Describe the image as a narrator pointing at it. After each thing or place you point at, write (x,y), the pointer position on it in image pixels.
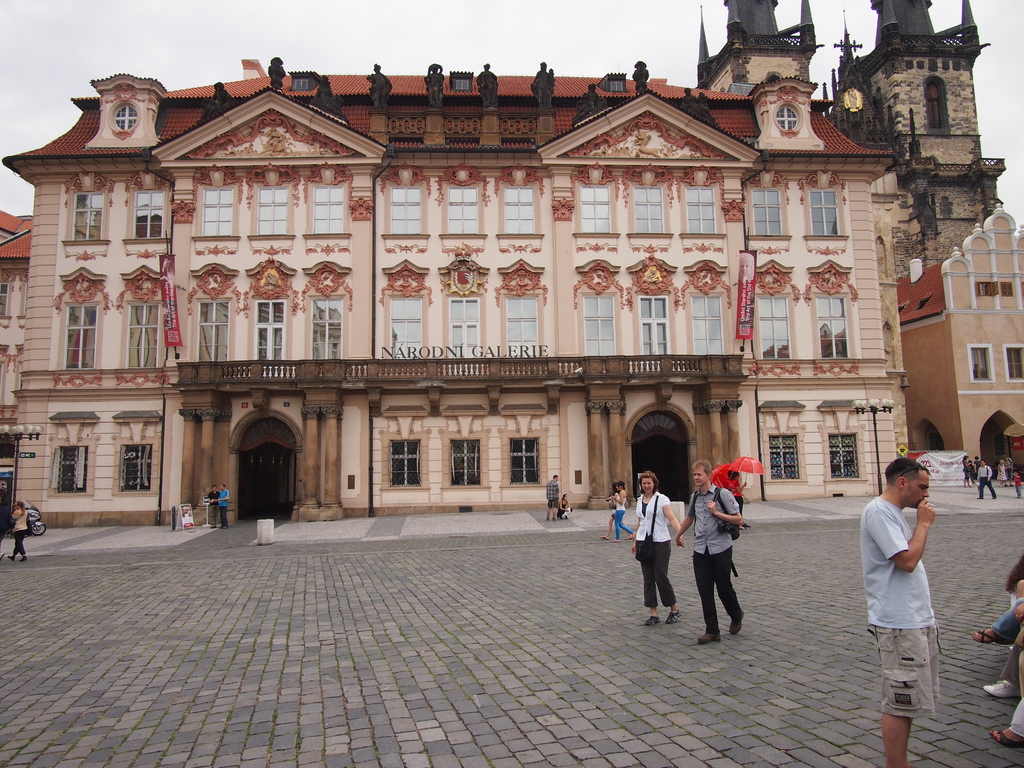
In this picture on the right side (906,649), we can see group of people (1017,636). On the left side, we can see a person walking on the land (31,595). In the background (226,526), we can see group of people (738,519), buildings (238,378), door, window (313,303). On the top (416,38), we can see a sky (419,51), at the bottom (501,693), we can see a land (388,742) and hoardings (951,479).
